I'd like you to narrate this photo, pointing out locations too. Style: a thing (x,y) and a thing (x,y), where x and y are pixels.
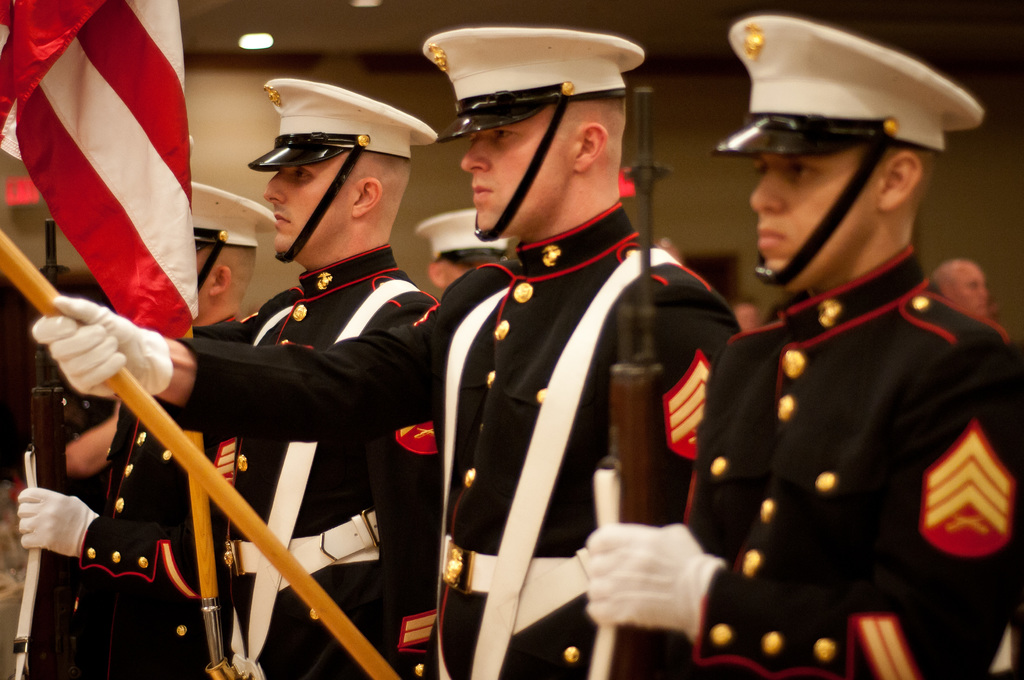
In this image we can see four men (726,374). They are wearing uniform (726,374). One man (734,360) is holding a gun (599,499) in his hand (635,577) and the other man (554,395) is holding flag (70,217).
